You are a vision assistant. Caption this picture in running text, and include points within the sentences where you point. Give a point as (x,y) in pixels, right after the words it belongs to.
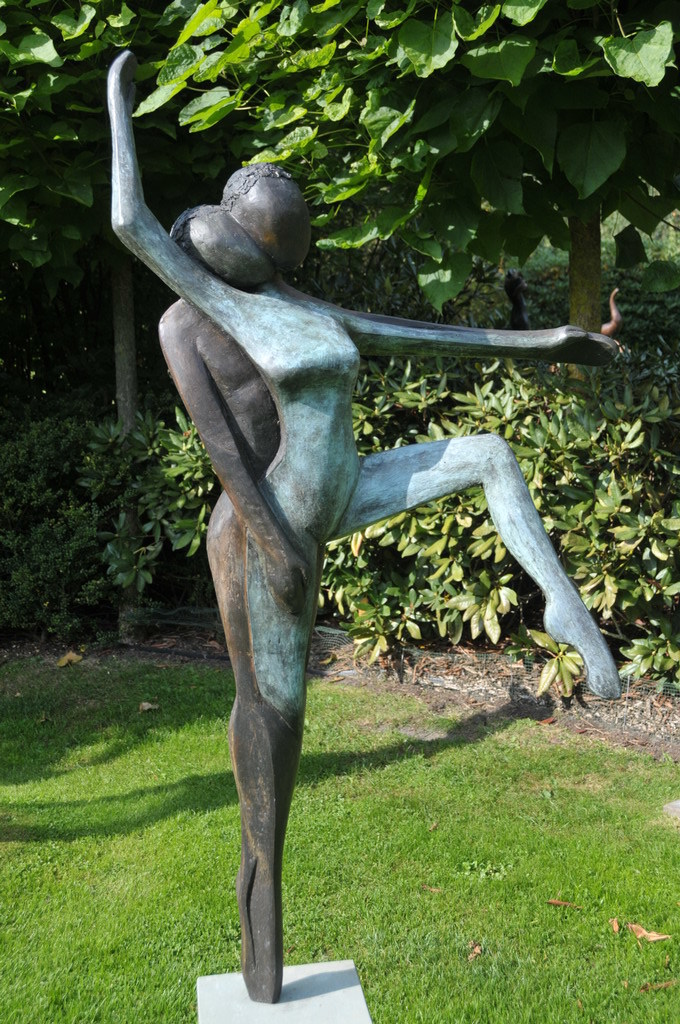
In this image, this looks like a sculpture (251,988), which is on the rock (333,986). This is the grass (426,816). These are the trees (537,220) and small bushes (123,517).
